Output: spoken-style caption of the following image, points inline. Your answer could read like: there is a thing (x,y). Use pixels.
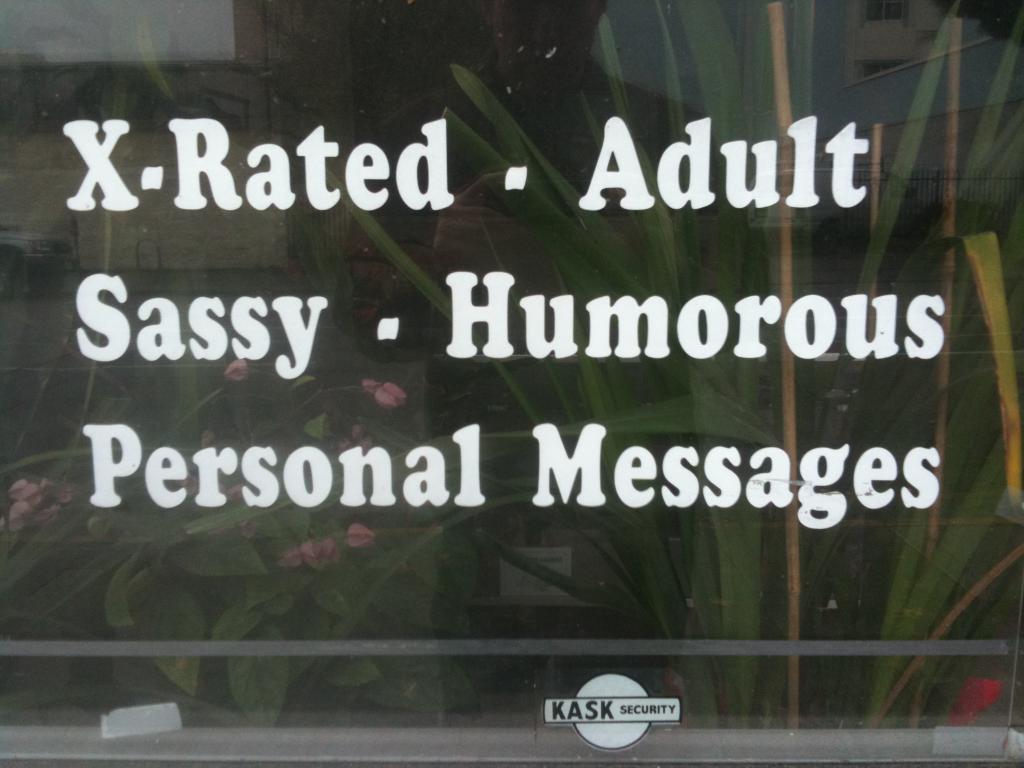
There is text (632,502) in the foreground area of the image (592,465), it seems like plants (611,444) behind it.
